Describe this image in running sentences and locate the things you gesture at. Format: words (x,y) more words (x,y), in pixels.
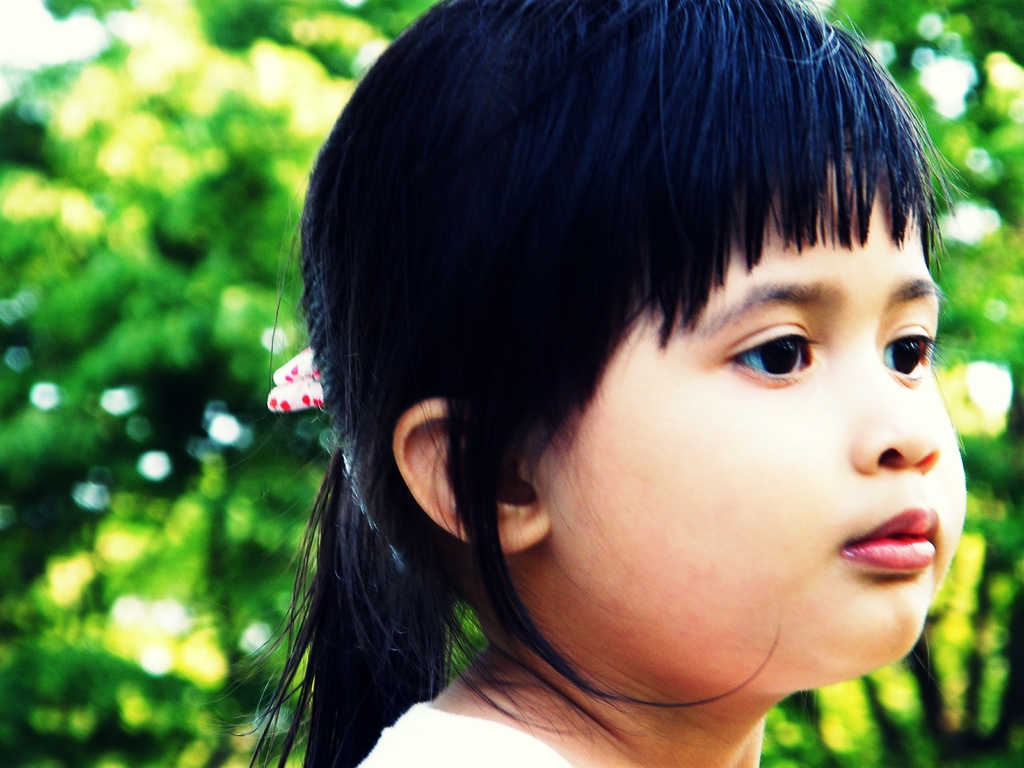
In this image I can see a child (366,460). And the background (191,456) is blurry.
